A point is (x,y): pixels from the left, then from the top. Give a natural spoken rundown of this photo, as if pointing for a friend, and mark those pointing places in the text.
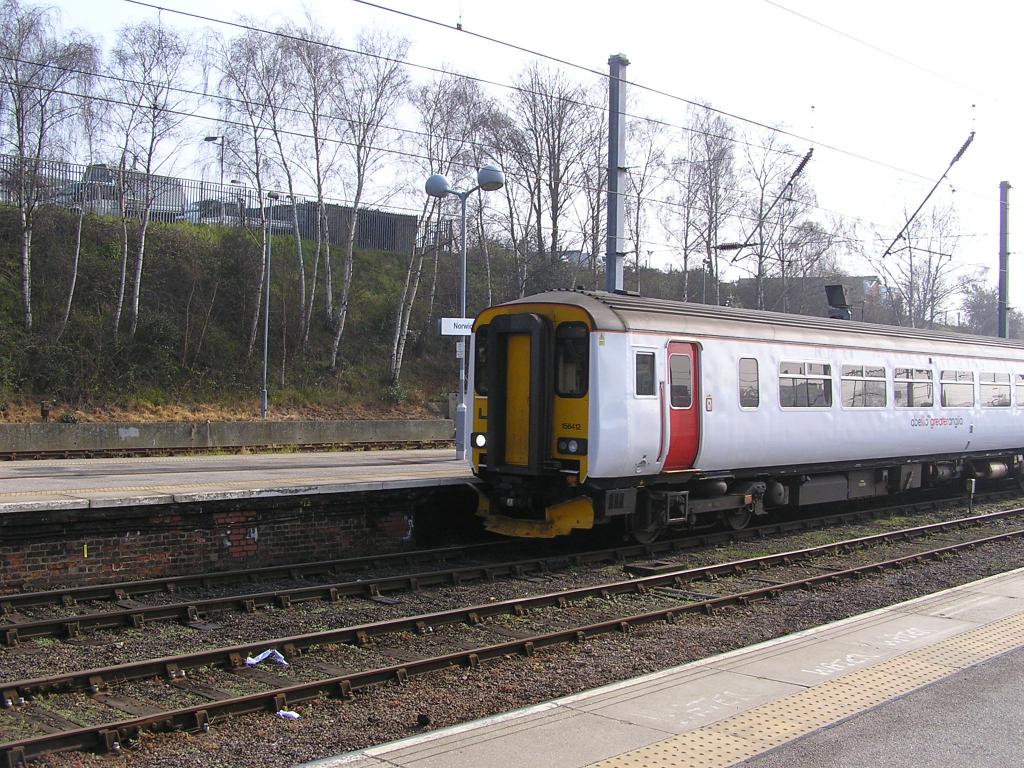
In the center of the image (582,299) there is a train (668,527). There is a train track (315,583). In the background of the image (574,212) there are trees (772,145). There are electric poles (608,268) and wires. There is a fencing (15,165).
